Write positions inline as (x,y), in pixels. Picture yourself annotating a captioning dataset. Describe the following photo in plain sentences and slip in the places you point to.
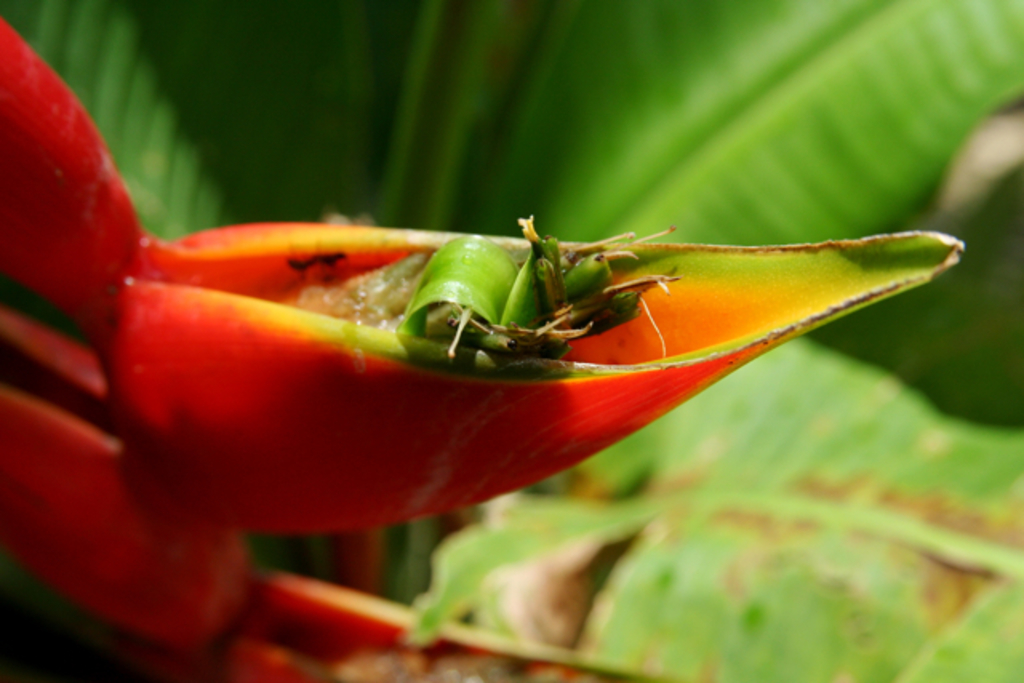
On the left side (113,544) it is a bud (385,427) in orange color. These are the green leaves (572,131) in the middle of an image (560,304).
